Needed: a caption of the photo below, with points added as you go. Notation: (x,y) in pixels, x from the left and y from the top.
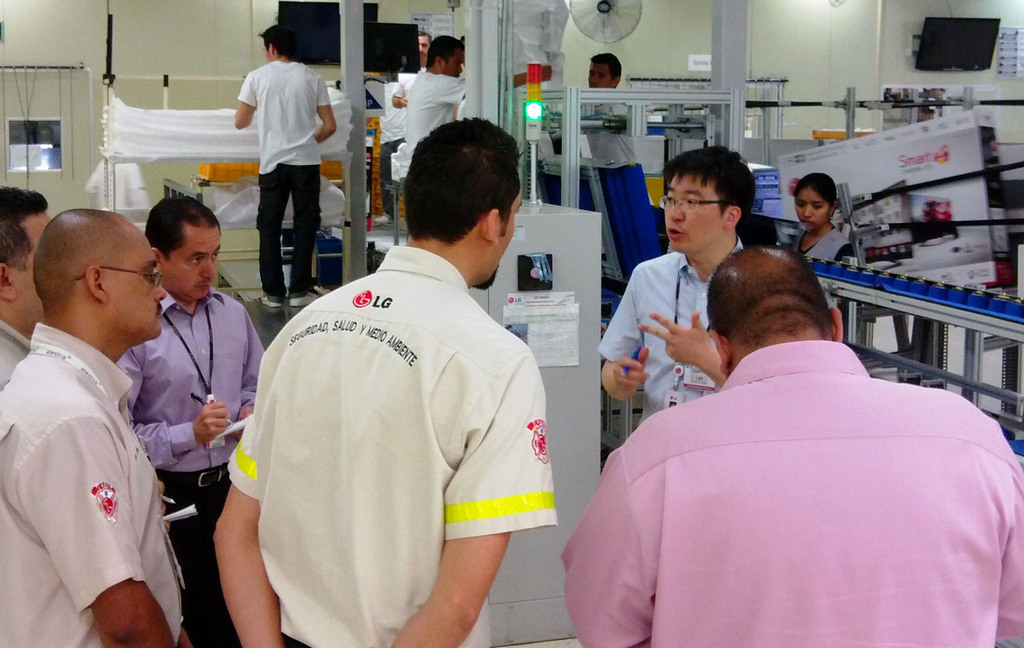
In this image we can see a few people (37,354) standing on the floor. Here we can see a man (663,199) on the right side (698,230) and he is speaking. He is holding a pen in his right hand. Here we can see a man (246,376) on the left side (196,454) writing something on a paper (241,422) with a pen (191,395). Here we can see a woman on the right side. Here we can see the televisions (388,31) on the wall (863,27).
